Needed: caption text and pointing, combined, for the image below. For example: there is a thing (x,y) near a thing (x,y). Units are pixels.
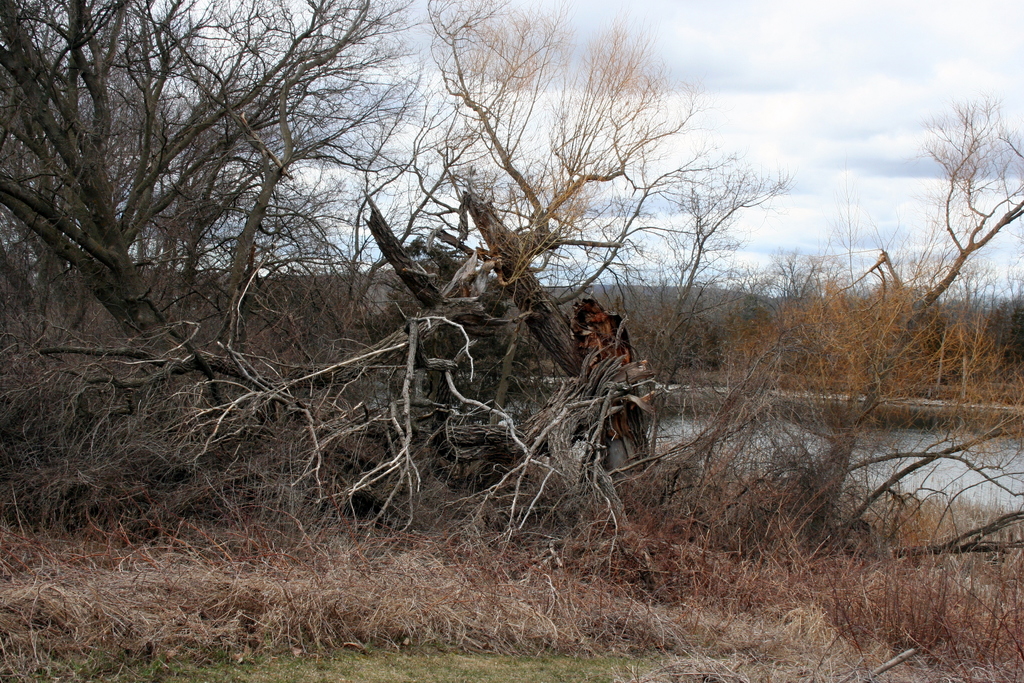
In the foreground of the picture (50,304) there are dried trees (352,404), plants (776,582), twigs (699,480) and grass (131,579). In the center of the picture (665,430) there is a water body (964,477). In the background (811,327) the trees (750,291) and sky (788,92). Sky (788,92) is cloudy.
